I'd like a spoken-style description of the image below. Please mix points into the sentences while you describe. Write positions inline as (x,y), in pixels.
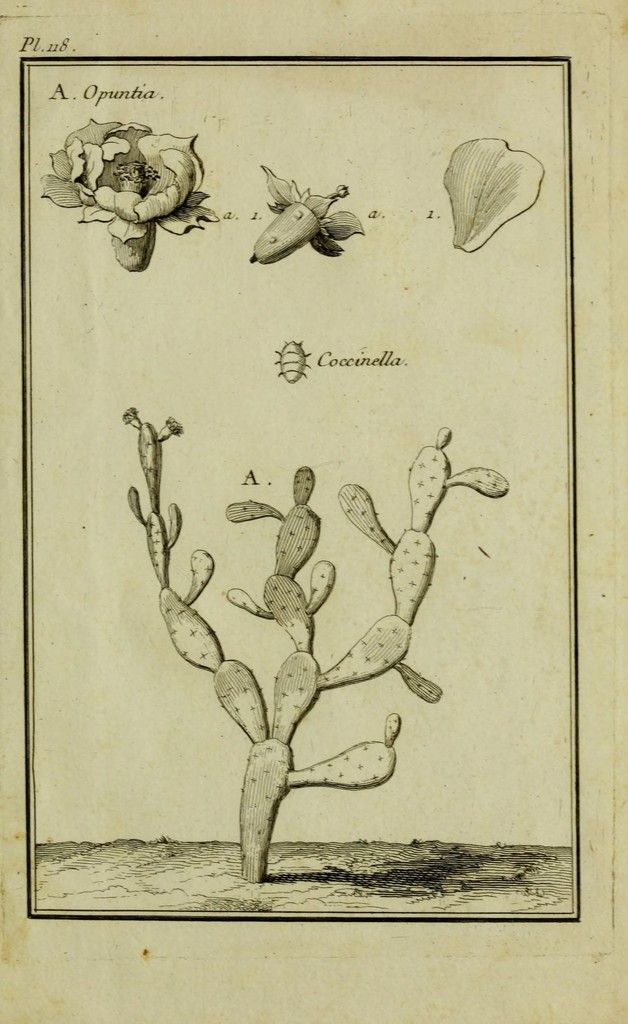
This image looks like a poster. There is ground (240,893) at the bottom (390,895). It looks like a cactus plant (383,746), we can see flowers (100,190), a leaf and text (360,365).
